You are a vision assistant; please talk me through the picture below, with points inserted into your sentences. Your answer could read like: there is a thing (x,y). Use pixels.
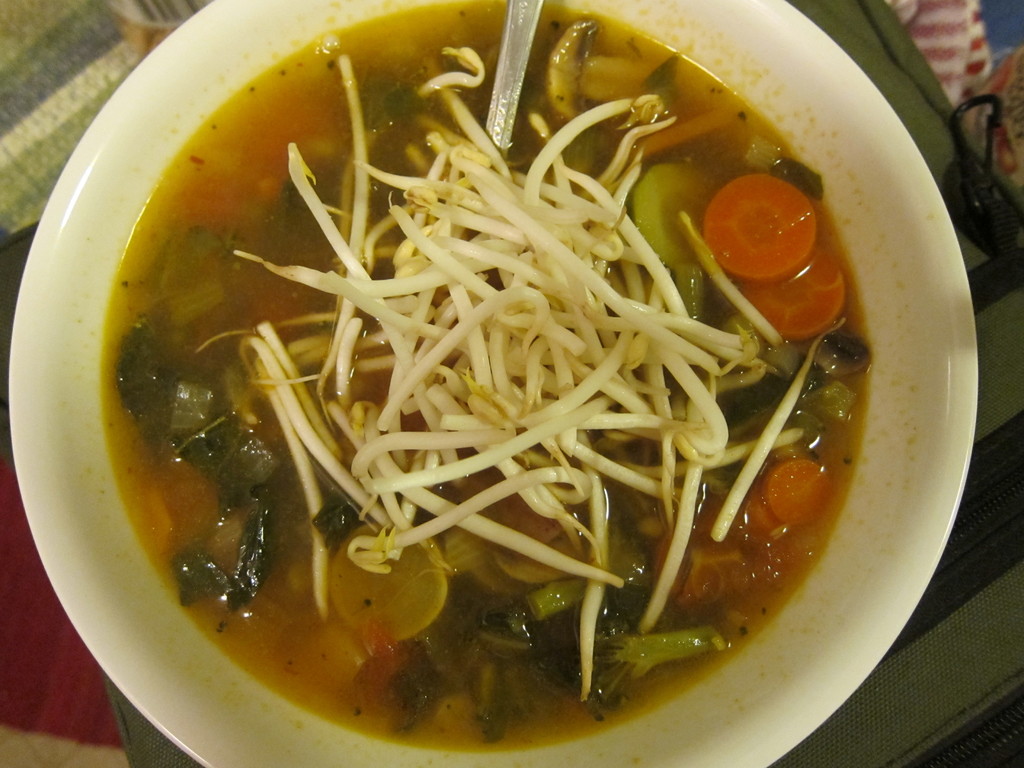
The picture consists of a food item (550,117) in a bowl (651,2), in the bowl (69,456) there is a spoon (529,56) also. At the bottom (81,725) there is a cloth (957,723).
